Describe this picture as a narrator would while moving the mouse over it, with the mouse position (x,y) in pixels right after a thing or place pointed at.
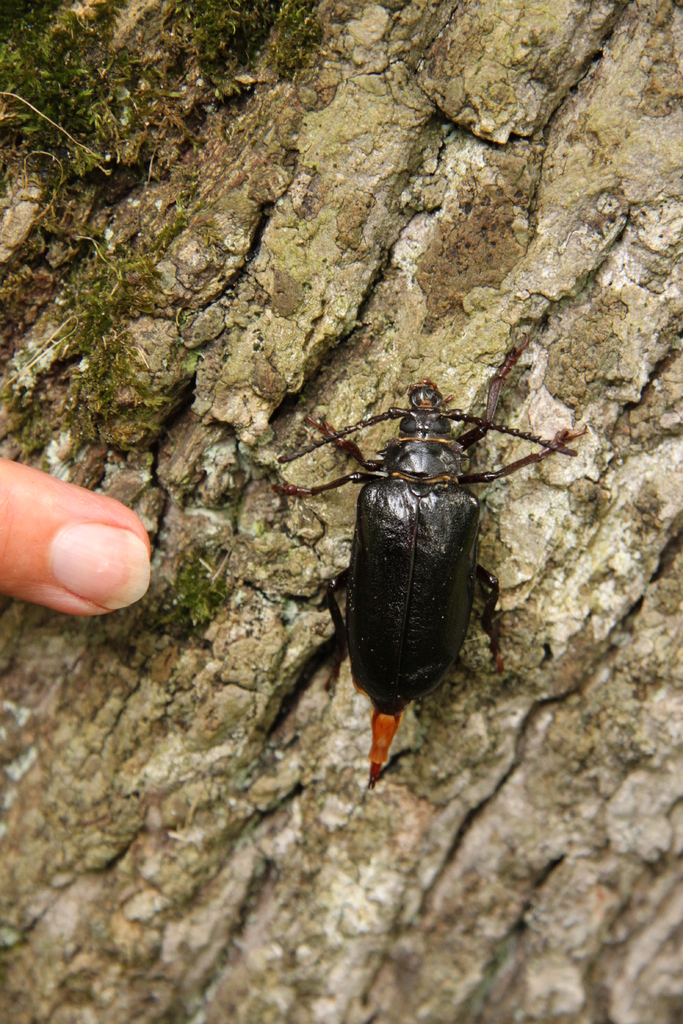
In this picture we can see an insect (383,599).
